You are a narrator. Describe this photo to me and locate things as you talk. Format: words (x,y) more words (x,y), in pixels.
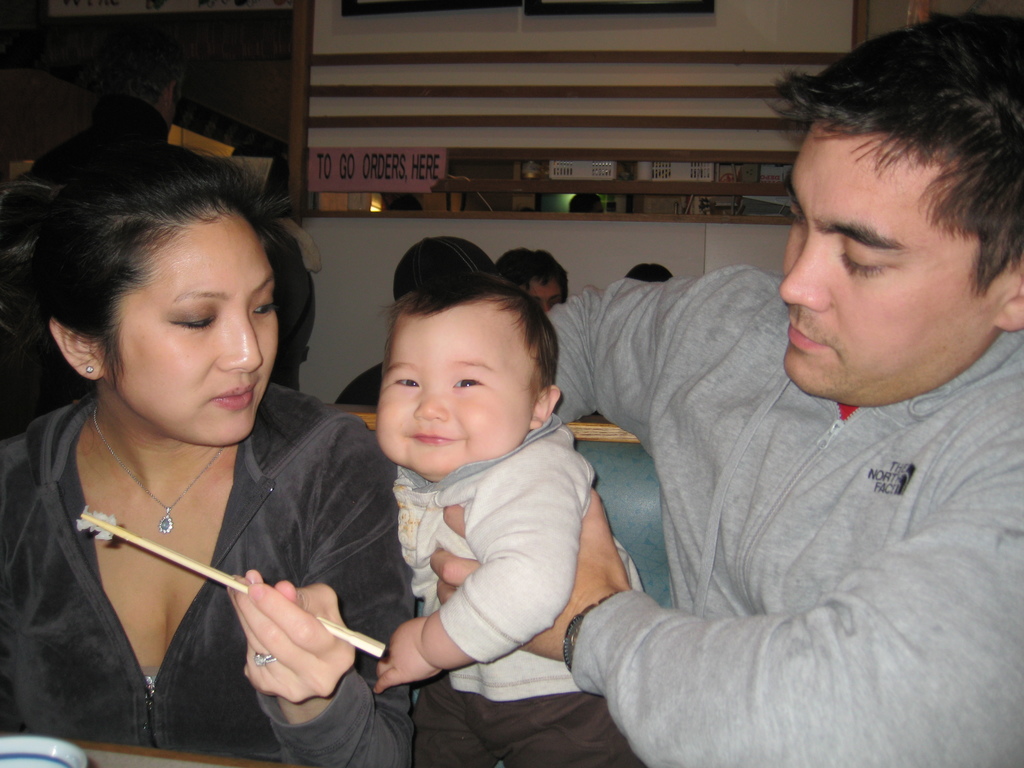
In this image we can see a group of people (584,574). One person (808,481) is holding a baby (480,625) with his hands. In the center of the image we can see a board (431,170) with some text (345,170). At the top of the image (380,4) we can see frames (579,6) on the wall (466,41). At the bottom of the image (58,749) we can see a bowl (58,762) placed on the table (99,766).
